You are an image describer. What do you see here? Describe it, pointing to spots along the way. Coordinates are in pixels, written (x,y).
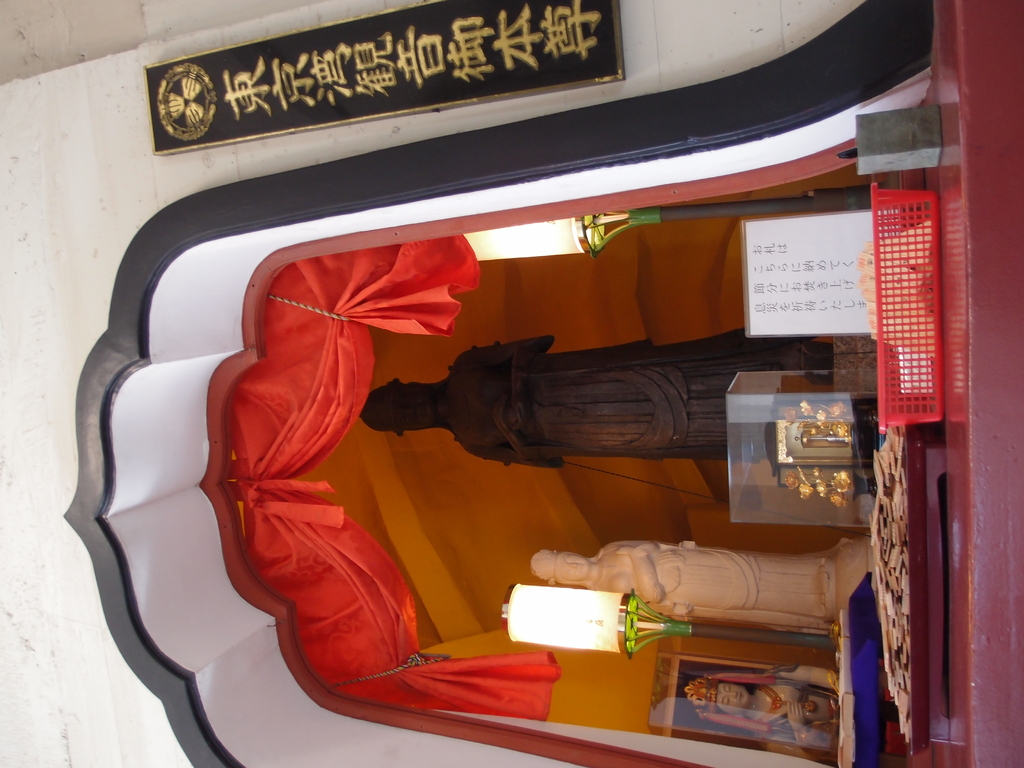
In this image we can see statues (572,453), candles (537,242) on the candle holders (750,635), wall hangings (799,686) attached to the walls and decors (821,449) on the table (918,675). In the background (406,322) we can see curtain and a board (288,86) with some text (318,70).
